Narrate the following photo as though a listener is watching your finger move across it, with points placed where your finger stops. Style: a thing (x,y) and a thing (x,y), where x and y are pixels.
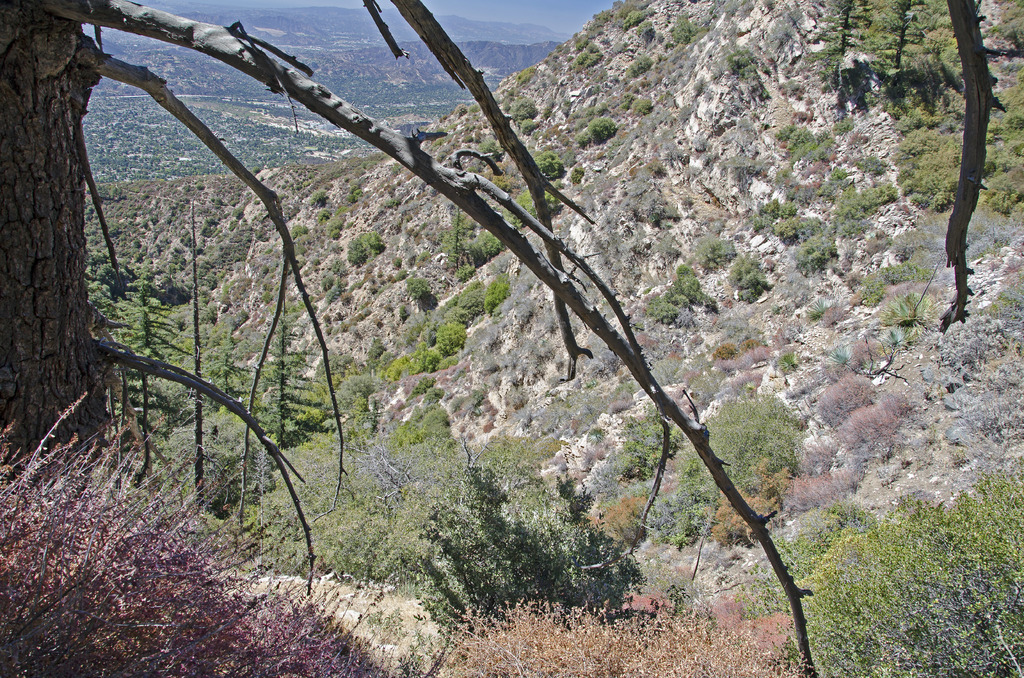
In this image we can see a tree trunk (79,41) and branches (242,171). There are plants (628,441). There are mountains (491,58).
